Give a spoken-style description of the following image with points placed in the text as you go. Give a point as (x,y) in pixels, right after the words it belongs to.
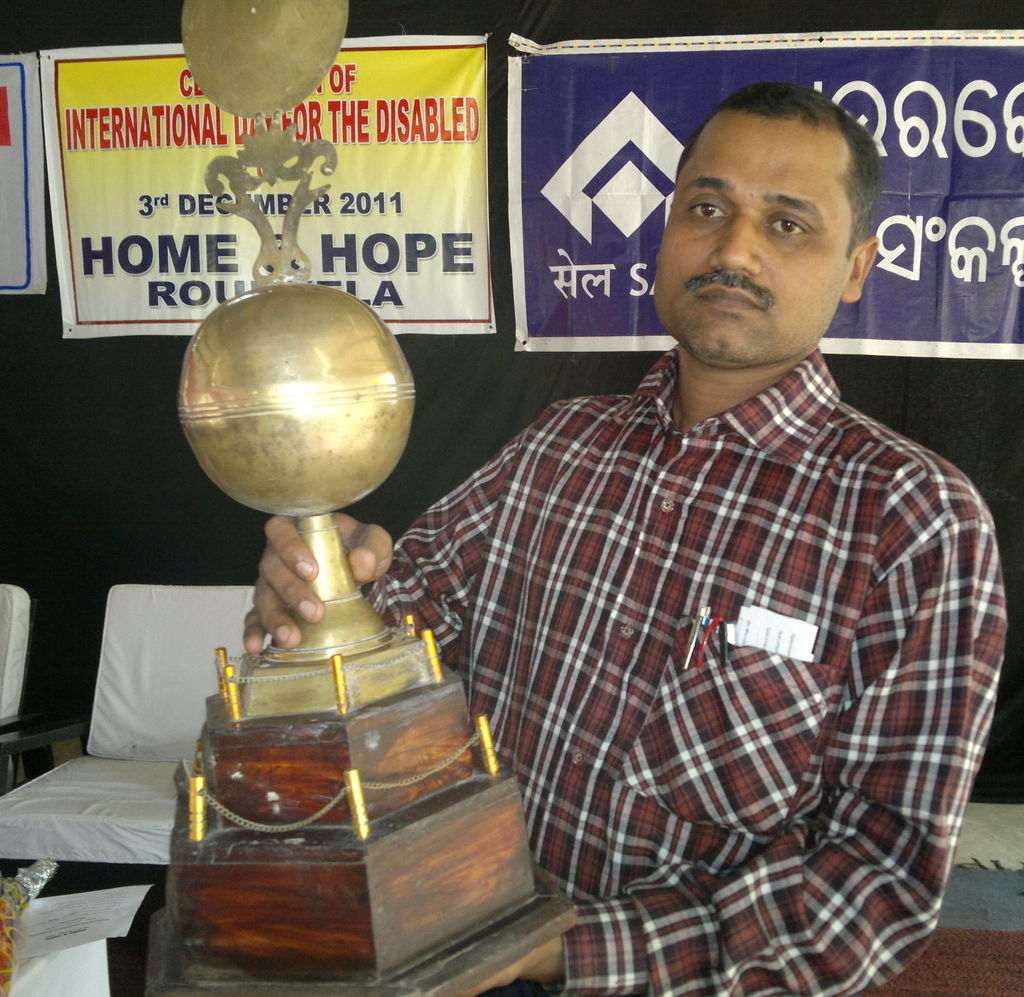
In this image we can see a man (666,661) holding a trophy (417,688). In the back (87,745) there are chairs (122,592). Also there is a wall (14,580) with banners (471,131). On the banners (374,166) there is text (352,107).
